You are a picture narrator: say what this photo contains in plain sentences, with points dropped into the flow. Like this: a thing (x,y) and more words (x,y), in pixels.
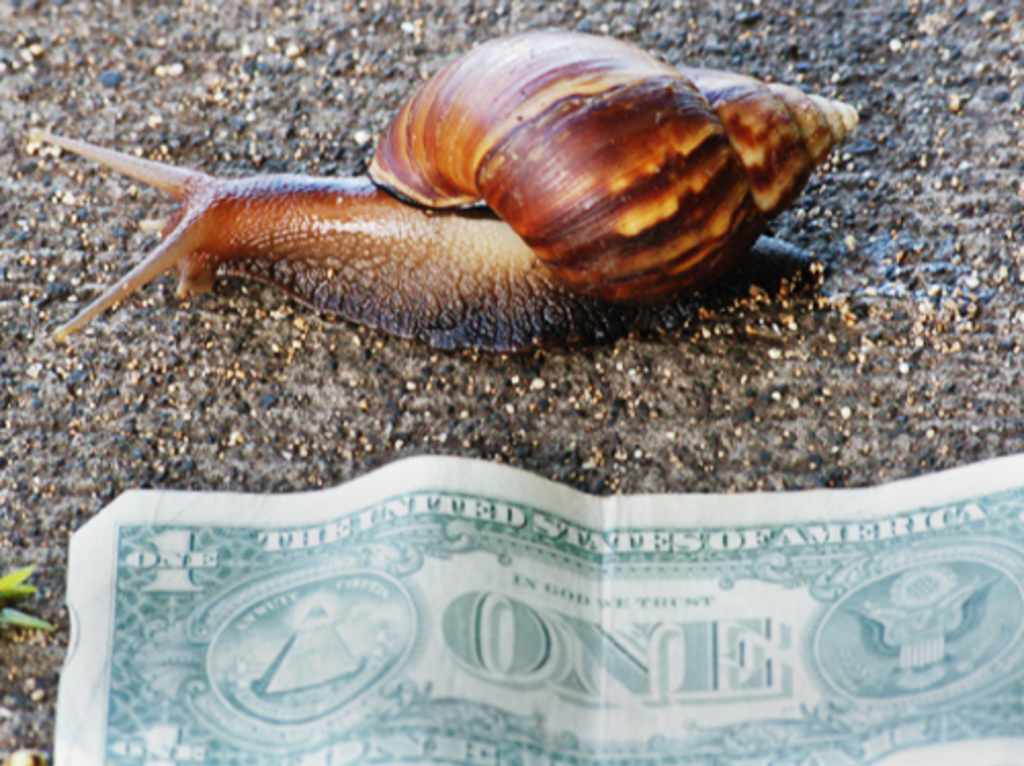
In this image we can see snail (330,252) on the ground (285,346). Near to that there is a currency (521,635).
